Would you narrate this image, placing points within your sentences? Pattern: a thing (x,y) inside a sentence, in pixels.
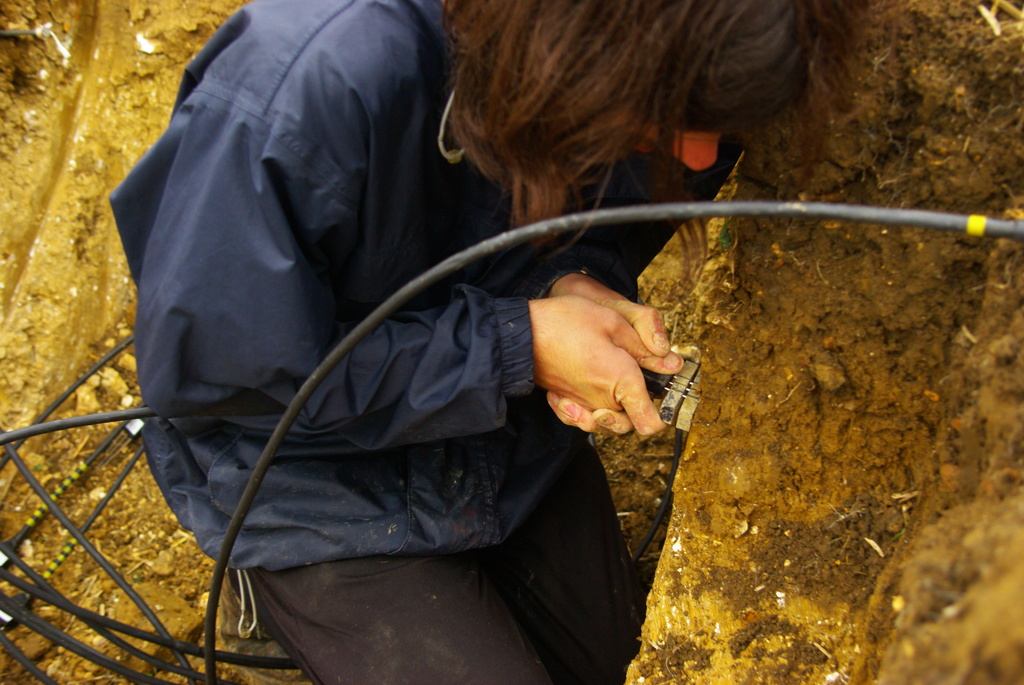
In the picture there is a person (313,298) sitting on the mud (3,265), there are cable wires (671,205) present.
